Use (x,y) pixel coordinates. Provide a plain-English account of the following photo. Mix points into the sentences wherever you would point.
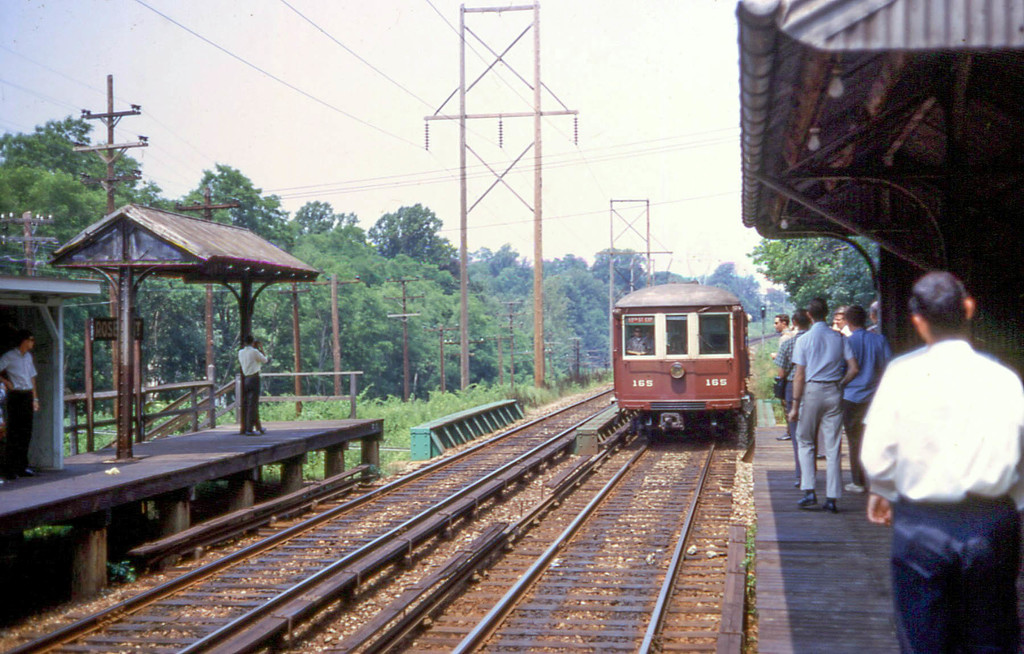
In the middle (551,419) there are two railway tracks (380,539) and there is a train (741,318) on one of the railway track (474,578). On the right (957,558) there are few persons (891,435) are standing on the platform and there are lights (837,83) on the rooftop (801,101) and on the left (92,267) we can see two persons (20,344) are standing on the platform (265,424), roof (192,233) and poles (108,191). In the background (226,215) there are trees (59,204), poles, electric wires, traffic signal pole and clouds (192,69) in the sky (232,58).
